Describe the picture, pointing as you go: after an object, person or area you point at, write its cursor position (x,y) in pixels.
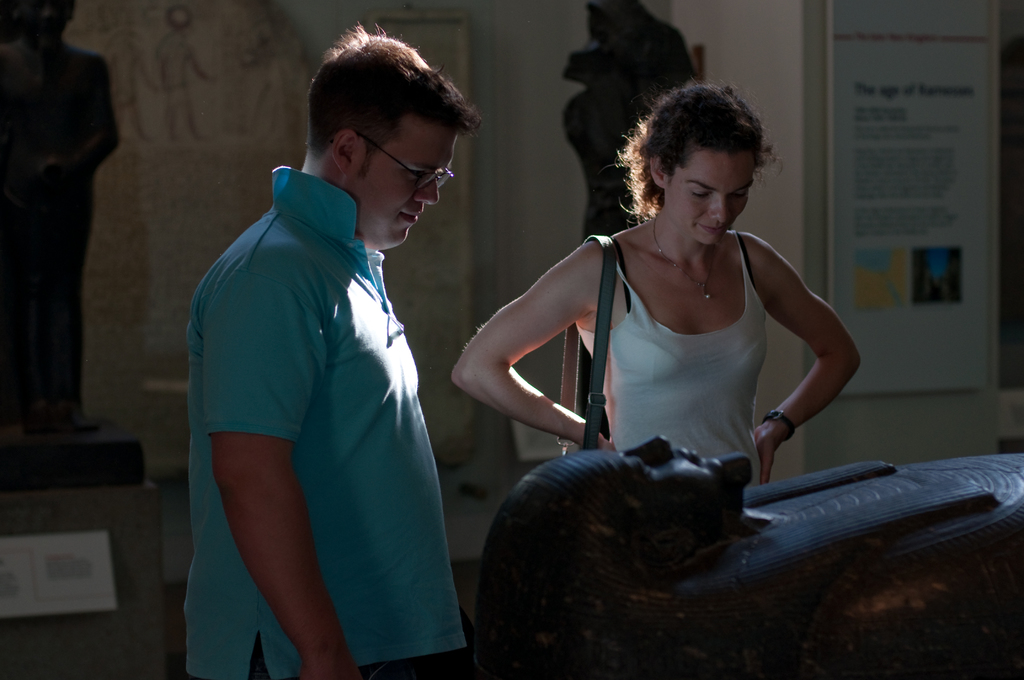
Here a man (269,374) is standing, he wore blue color t-shirt (328,345) and looking at this side. She wore white color top (680,371).
